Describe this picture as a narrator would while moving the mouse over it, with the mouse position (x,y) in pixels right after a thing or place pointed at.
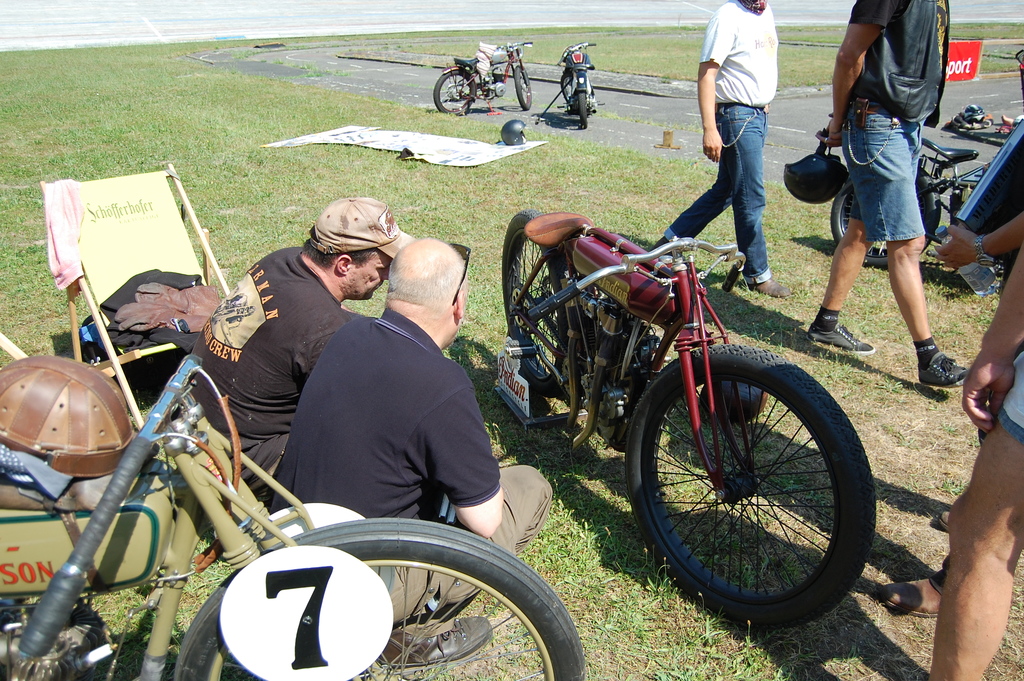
In this image there are bikes (630,270) in a ground (817,249), there are two persons (325,452) sitting on ground (752,318) and three persons (762,145) are standing, behind the person (225,368) there is chair (102,299).
